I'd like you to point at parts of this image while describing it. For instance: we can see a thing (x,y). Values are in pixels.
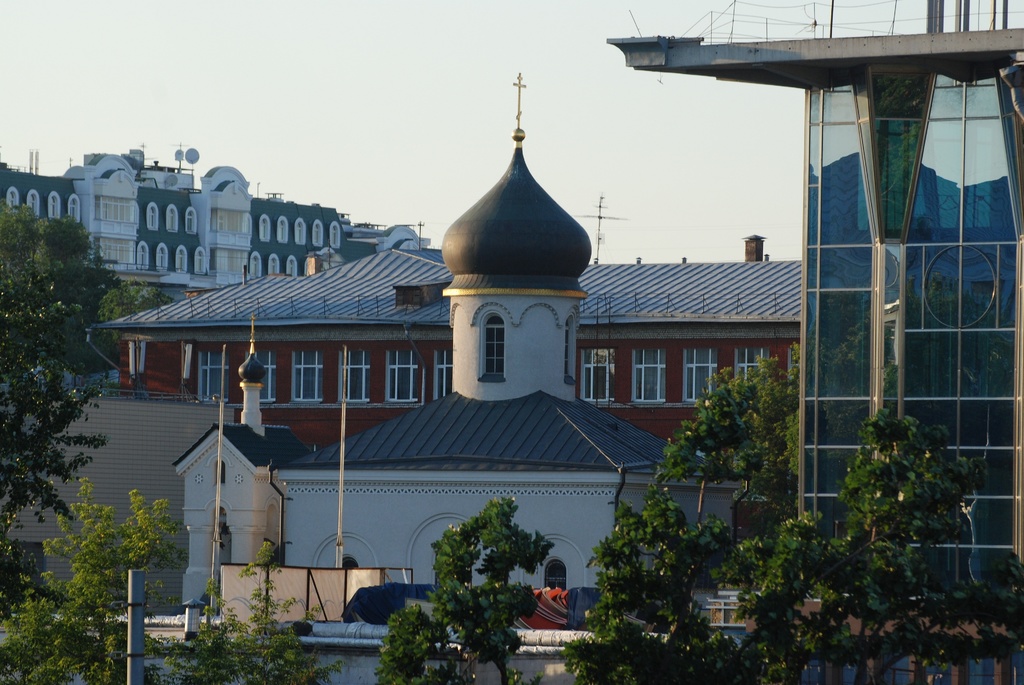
In this image in the foreground (120,534) there are trees (772,509). In the background (584,388) there are buildings (536,368). The sky (394,111) is clear. On top of this building (466,257) there is cross mark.
